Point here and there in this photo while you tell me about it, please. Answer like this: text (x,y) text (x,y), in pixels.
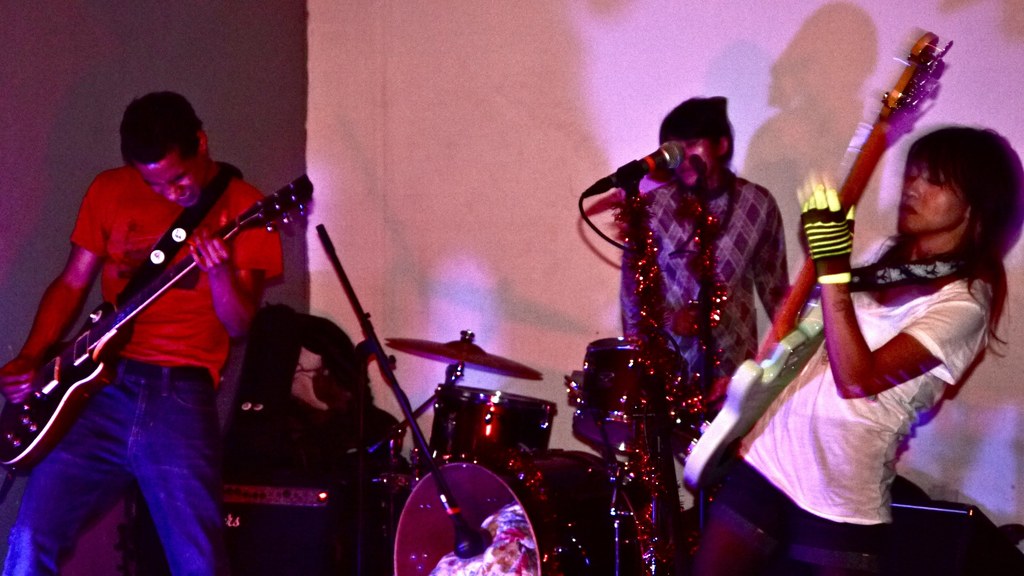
In this picture I can observe a music band (135,335) on the floor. Two of them are playing guitars (721,416) in their hands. One of them is playing drums (612,347). I can observe a mic (649,172) on the right side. In the background (433,77) there is a wall (475,103).
